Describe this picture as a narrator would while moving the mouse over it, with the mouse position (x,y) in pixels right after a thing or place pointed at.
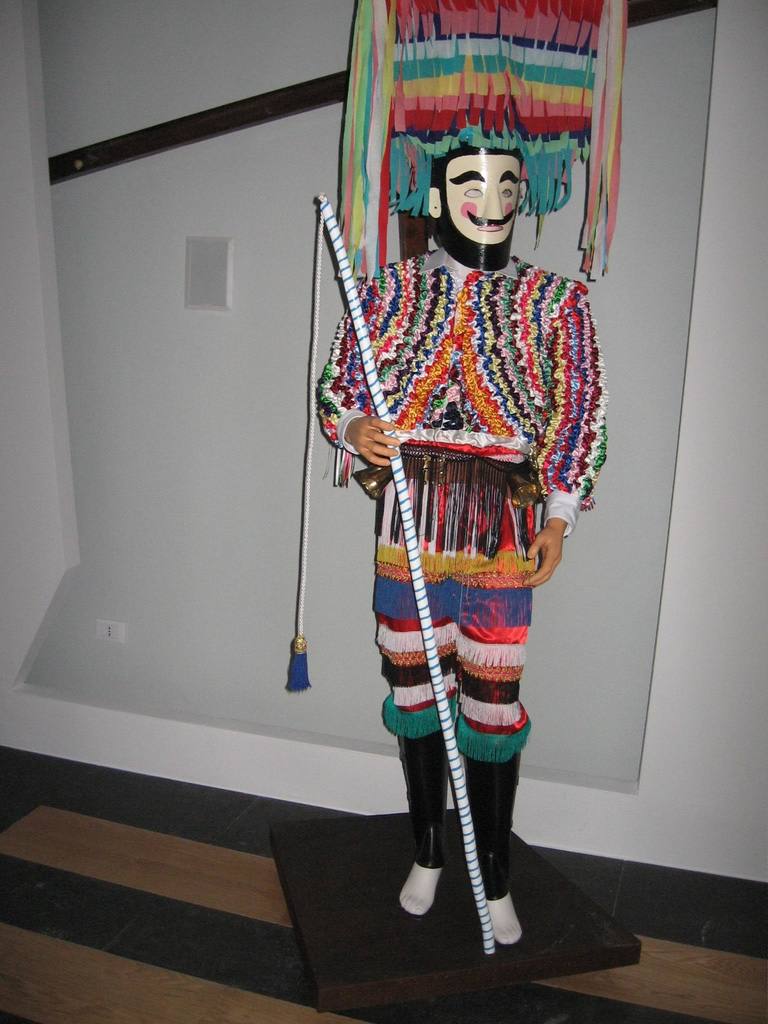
Here I can see a mannequin (443,549) which is dressed with a costume (533,314) and there is a stick (357,321) in the hand (383,458). In the background (163,487) there is a wall (152,426). At the bottom (167,941), I can see the floor (116,937).
